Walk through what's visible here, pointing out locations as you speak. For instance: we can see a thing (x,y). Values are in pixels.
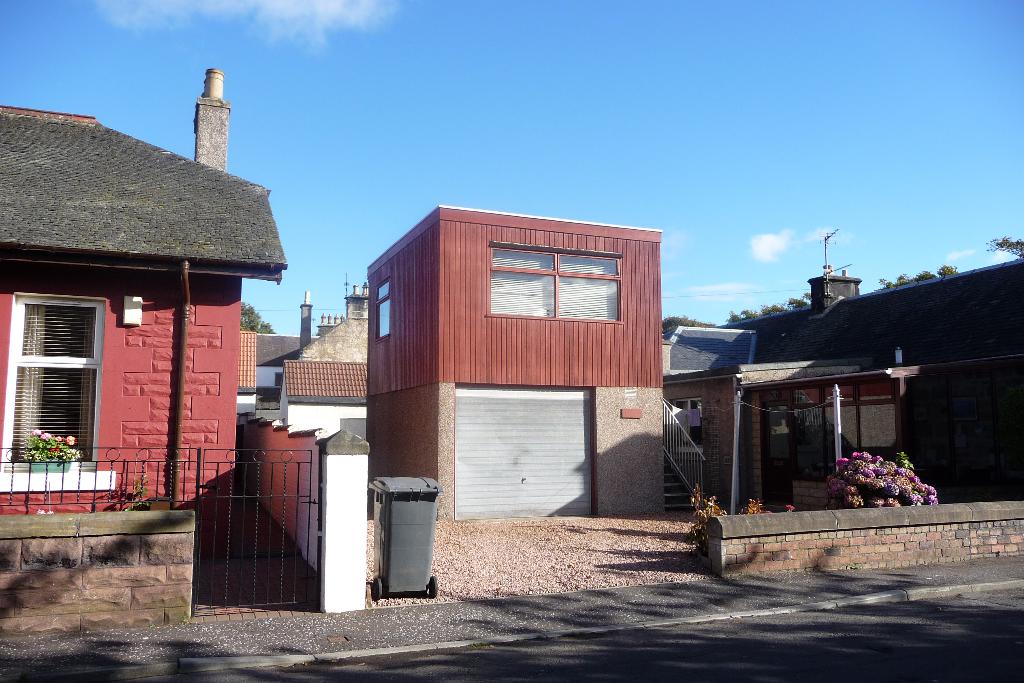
In this image we can see buildings (322,373), houseplants (31,445), iron grills (312,456), staircase (680,475), railing (682,443), poles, trash bin (406,537), bushes (843,496), trees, chimneys (205,113), antennas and sky (399,114) with clouds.
